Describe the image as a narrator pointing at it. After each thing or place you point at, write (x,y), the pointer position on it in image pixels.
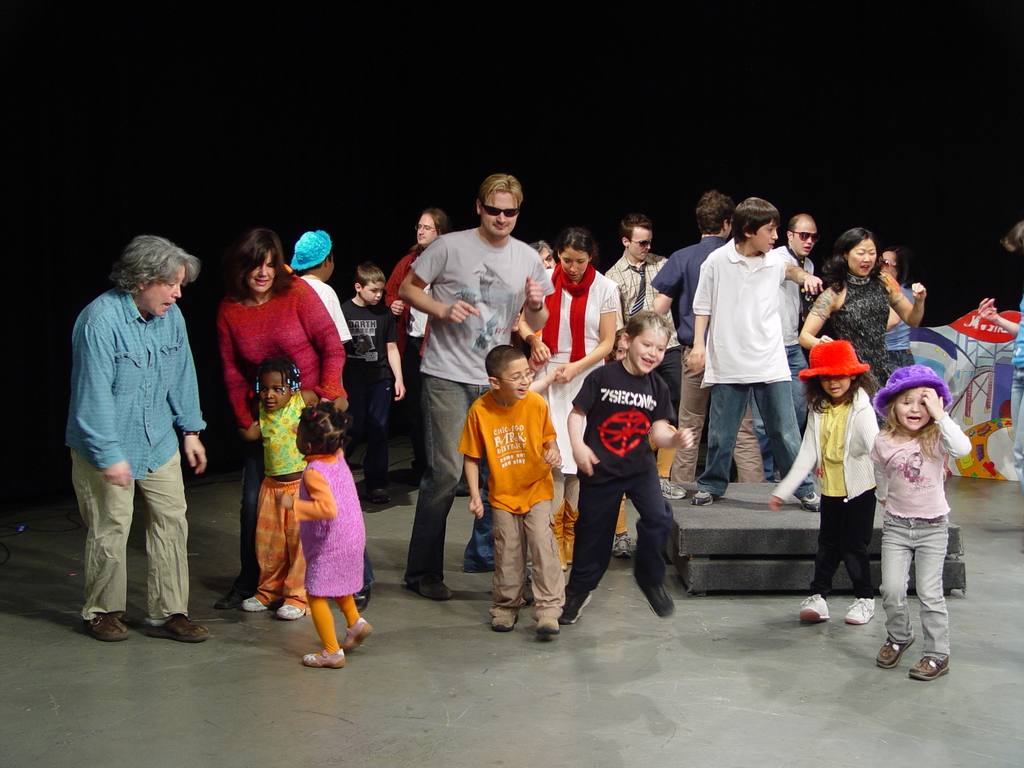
In this image we can see so many people (559,270) are standing, some objects (986,449) are on the surface (958,488) and some children (622,397) are dancing.
